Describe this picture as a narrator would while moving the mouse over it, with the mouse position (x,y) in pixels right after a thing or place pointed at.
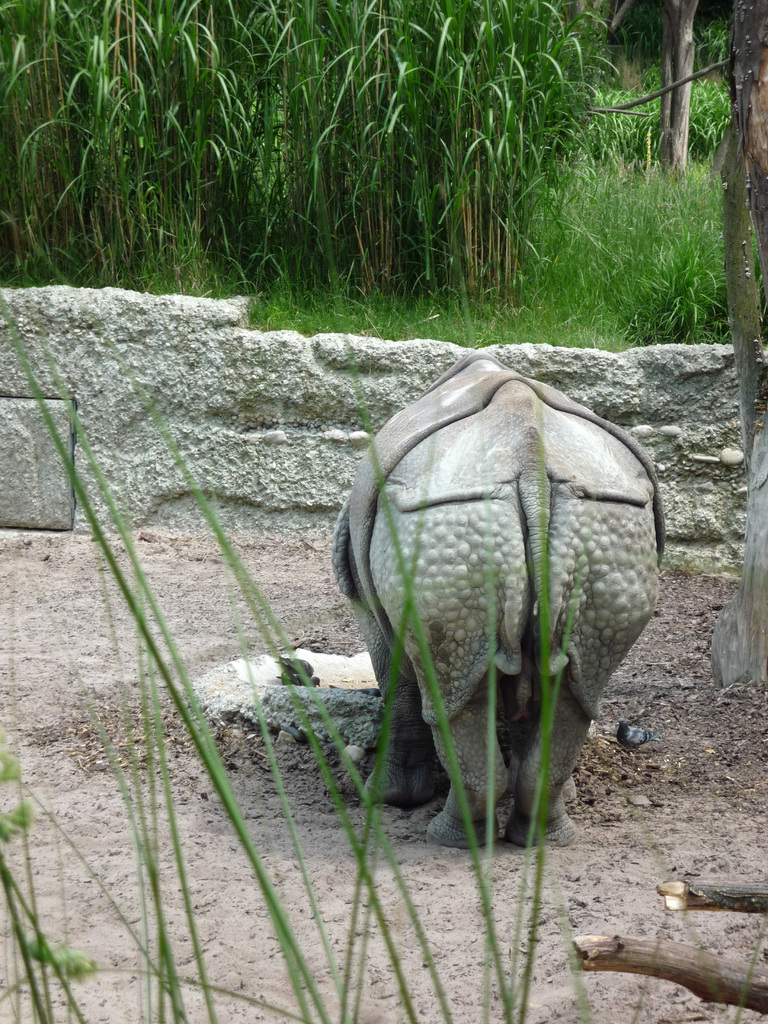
This picture might be taken outside of the city. In this image, in the middle (478,402), we can see an animal (554,643). In the background (443,291), we can see some plants (491,146) and trees (760,235), at the bottom (361,928) there is a land (22,601) with some stones (355,671).
